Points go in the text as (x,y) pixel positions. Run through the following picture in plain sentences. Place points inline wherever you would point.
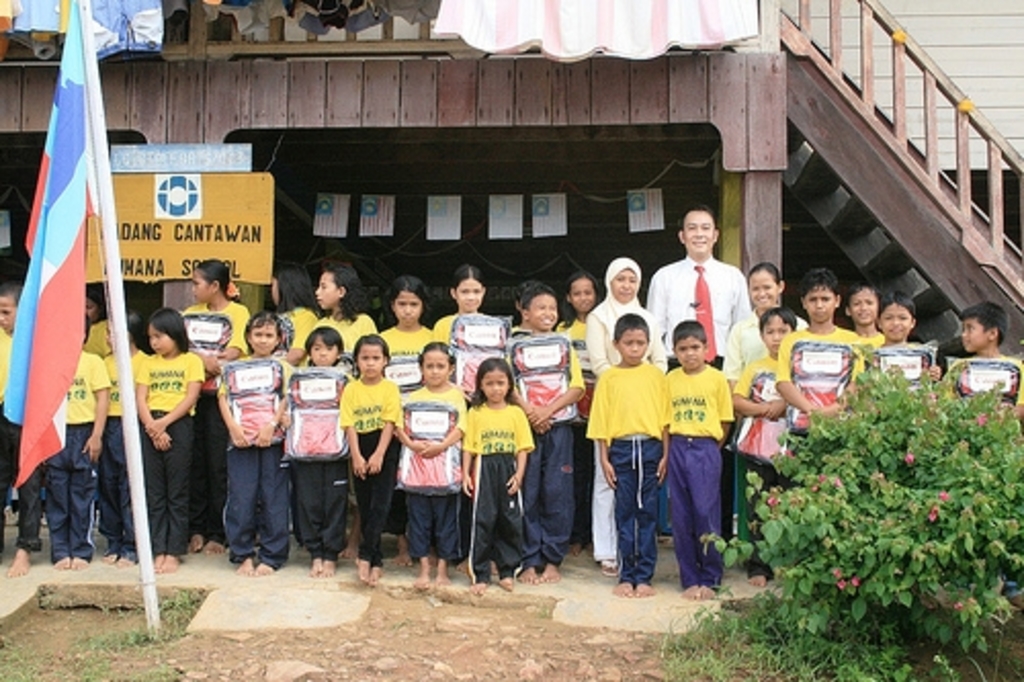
In the picture I can see children (435,329) wearing yellow color T-shirts (794,341) are holding some objects (551,341) and standing here and we can see a woman (632,307) and man (731,285) are also standing. Here we can see plants (899,550) on the right side of the image (868,619) and the flag (26,301) on the left side of the image (148,528). In the background (727,98), I can see boards (131,262), wooden wall (451,51) and steps (878,225).
